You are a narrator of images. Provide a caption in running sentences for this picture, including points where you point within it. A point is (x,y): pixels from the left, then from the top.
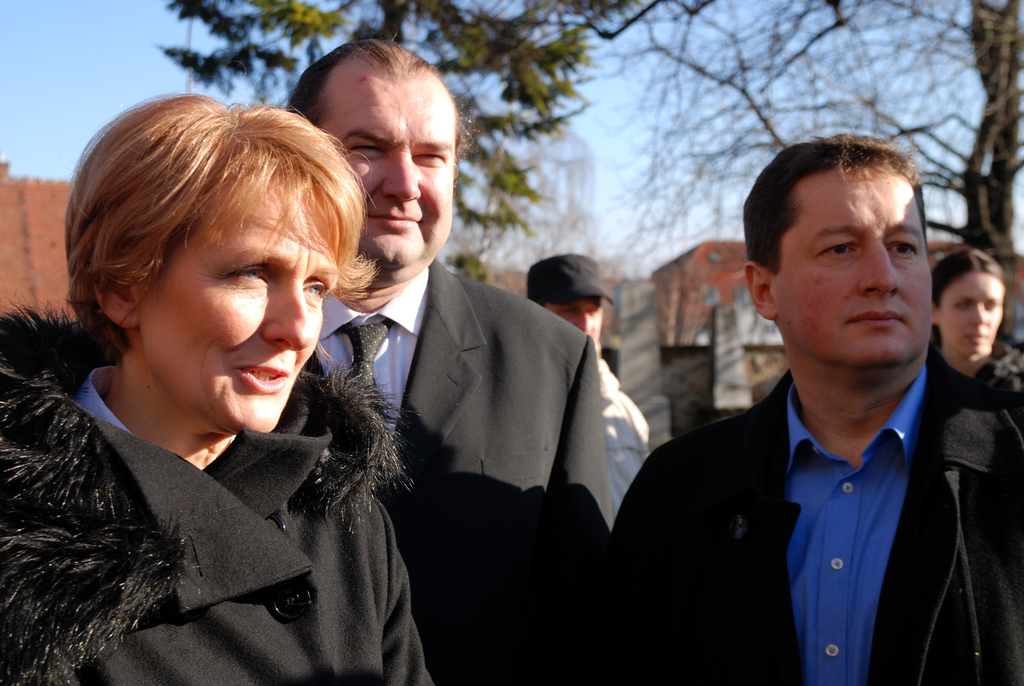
In the image there are few people (461,382) standing. Behind them in the background (663,137) there are trees (663,137) and buildings (37,189). And also there is sky (42,142) in the background (42,154).
